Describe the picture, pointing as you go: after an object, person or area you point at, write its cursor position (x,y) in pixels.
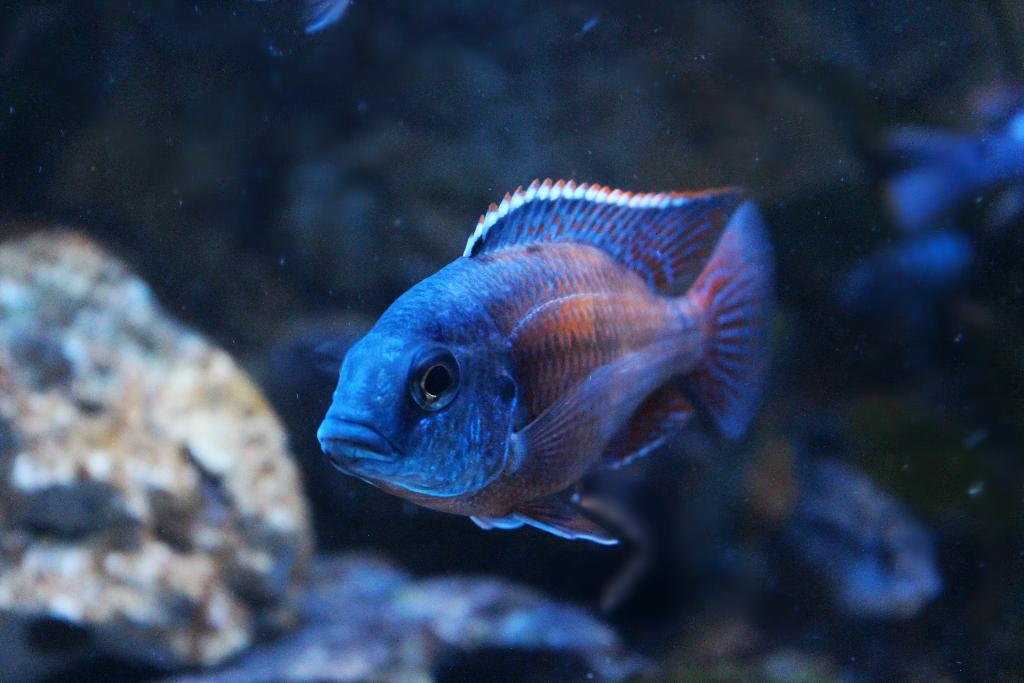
In this image we can see a fish (569,333) in water (672,479). To the left side of the image (254,549) we can see some rocks (230,531).
